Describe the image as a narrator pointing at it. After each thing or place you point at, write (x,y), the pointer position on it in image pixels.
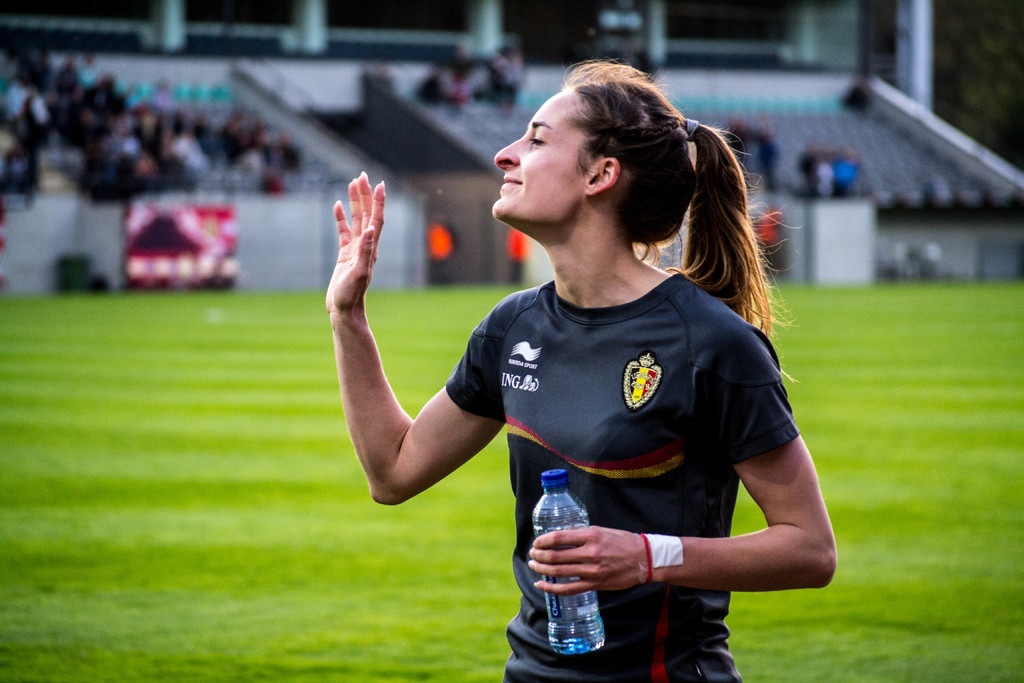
In the image we can see there is a woman (611,526) who is holding a water bottle (580,518) in her hand (581,541) and she is waving her hand (371,256). Behind her there is a ground (214,534) which is covered with grass (193,394) and in the image background (136,159) is very blurry.
